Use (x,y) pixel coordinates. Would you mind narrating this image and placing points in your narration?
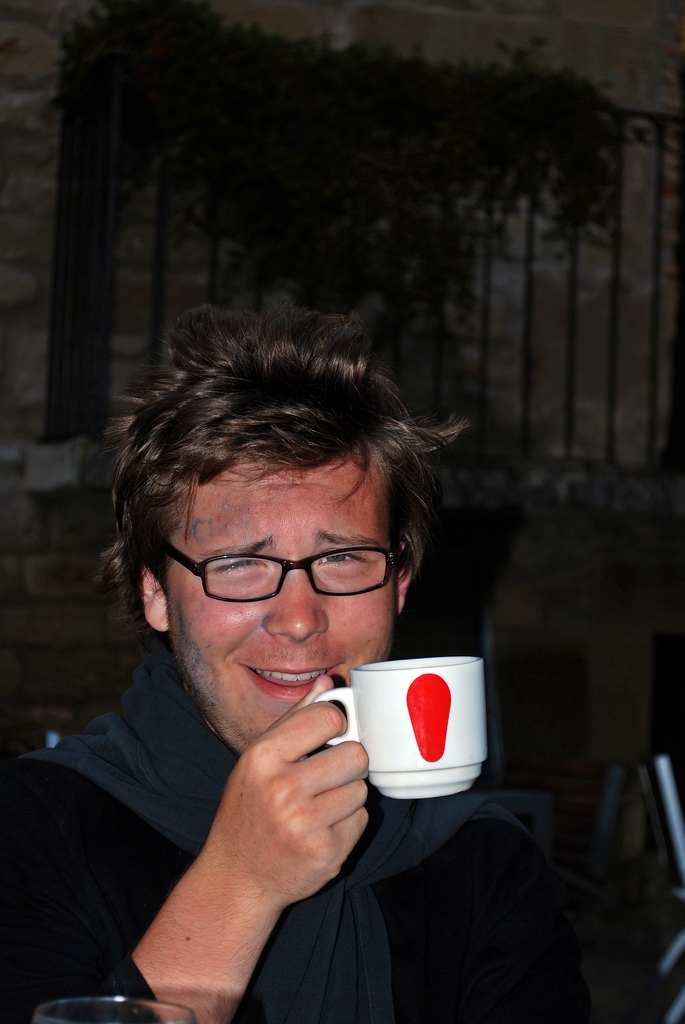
In this image there is one man (319,715) who is smiling and he is holding a cup (407,712). On the background (497,159) there is a wall (47,250) and some plants (350,148) are there.
